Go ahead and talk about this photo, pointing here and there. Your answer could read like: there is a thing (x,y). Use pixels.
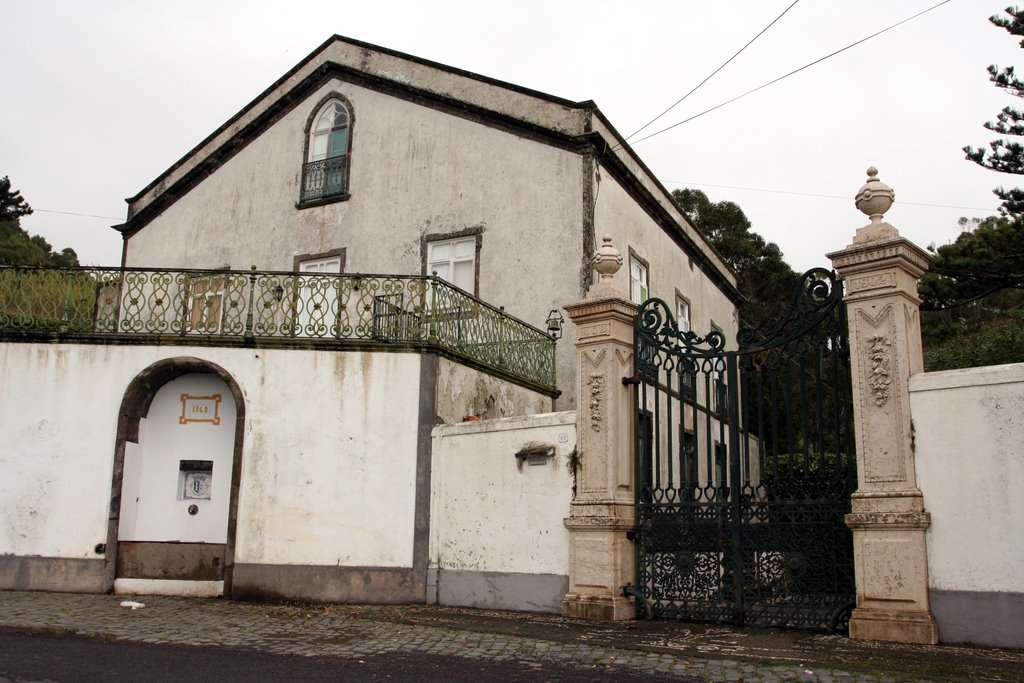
This is the building (571,123) with black colour gate (697,350) in order to enter into it and building (682,297) is surrounded with trees (716,218) on the left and right side (970,336).
